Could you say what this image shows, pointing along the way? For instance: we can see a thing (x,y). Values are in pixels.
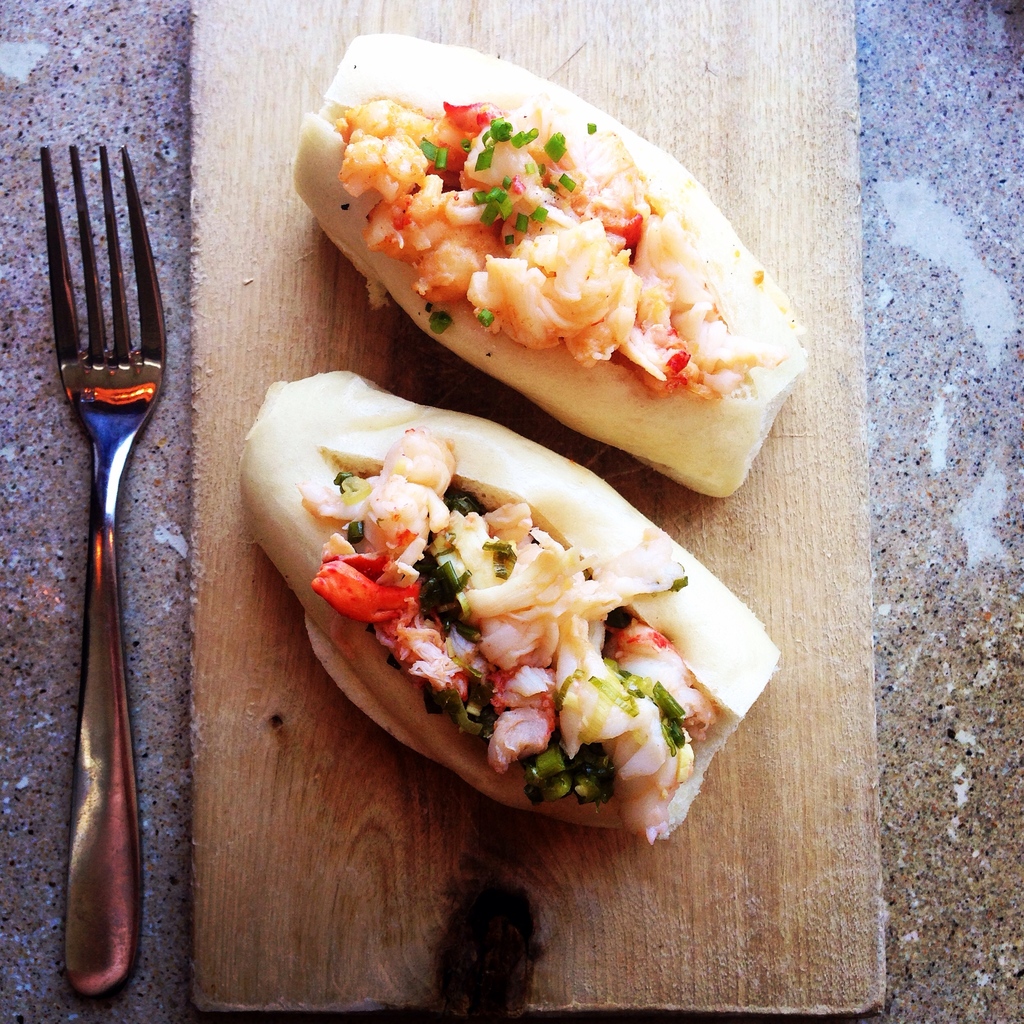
In this image we can see two food items (561,329) on the wooden board (778,538), there is a fork (48,243), which are on the granite (874,506).
